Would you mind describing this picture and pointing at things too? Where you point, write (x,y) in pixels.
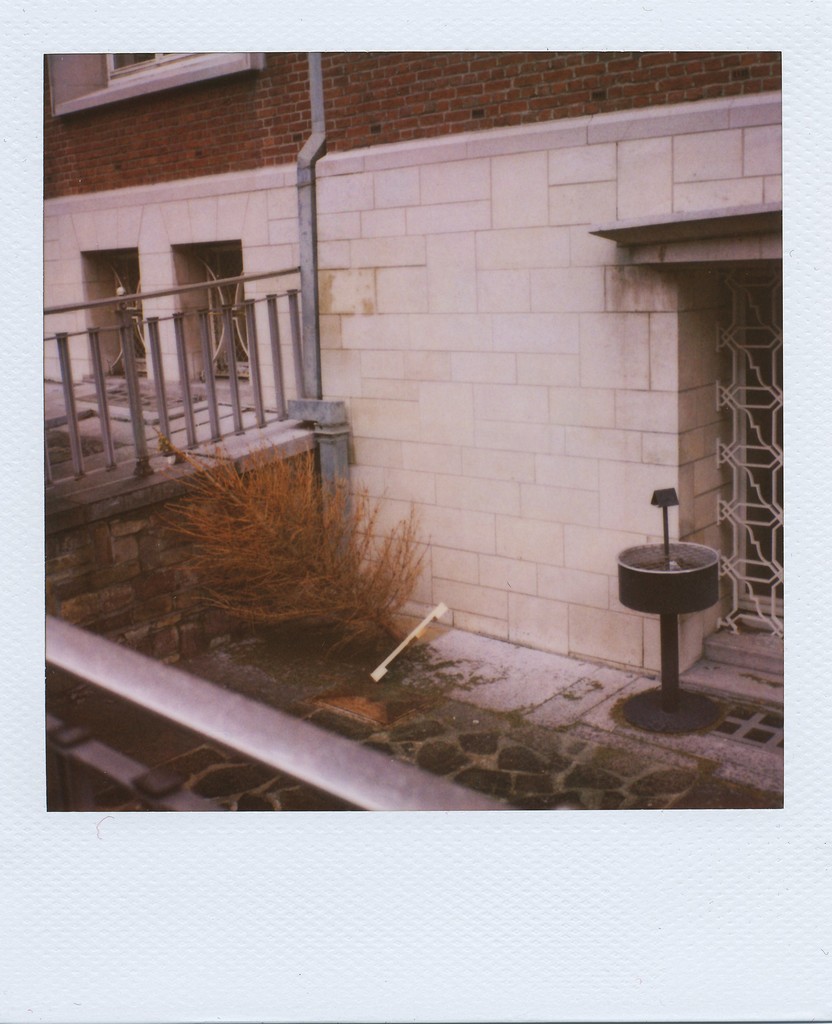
In this image there is a photograph of a building (364,117), fence (138,392) and plant (298,569).
